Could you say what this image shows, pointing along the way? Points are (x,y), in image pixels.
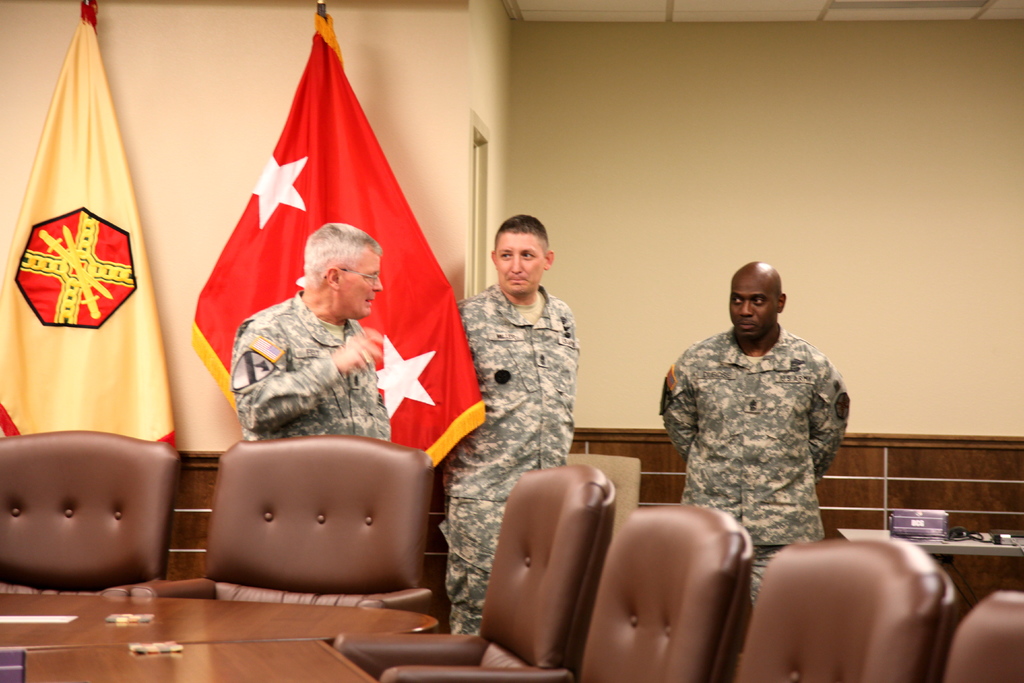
There are three persons (346,346). They are standing. We can see in background (449,189) flag (333,98), wall (785,125) and door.
